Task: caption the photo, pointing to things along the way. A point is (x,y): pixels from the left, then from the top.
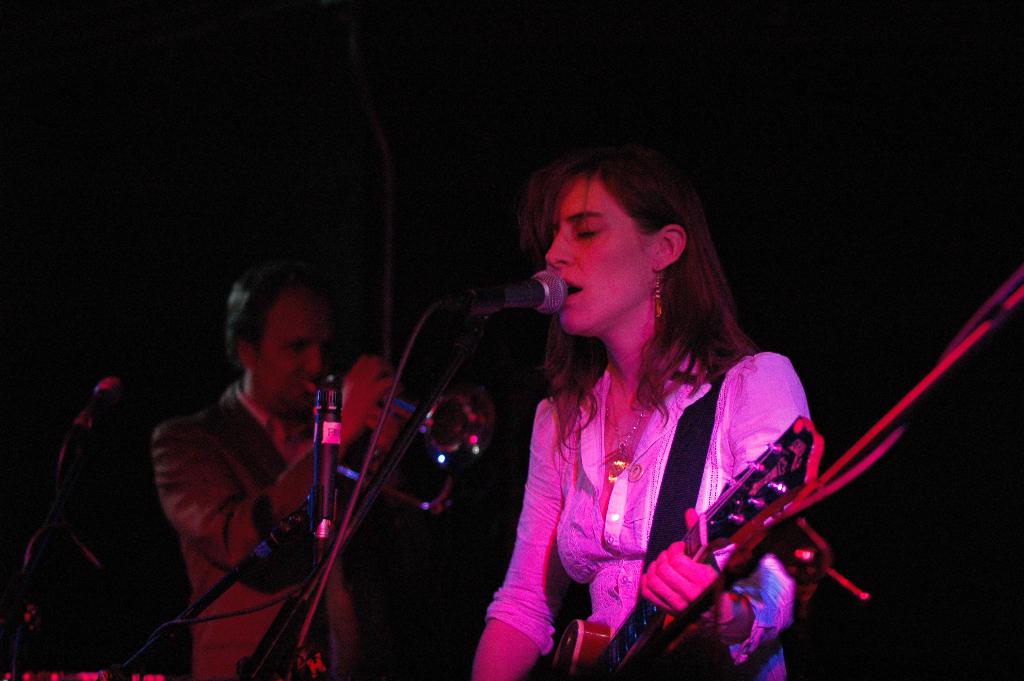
This is the picture of two people (622,201) who are playing musical instruments (730,497) in front of the mic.
